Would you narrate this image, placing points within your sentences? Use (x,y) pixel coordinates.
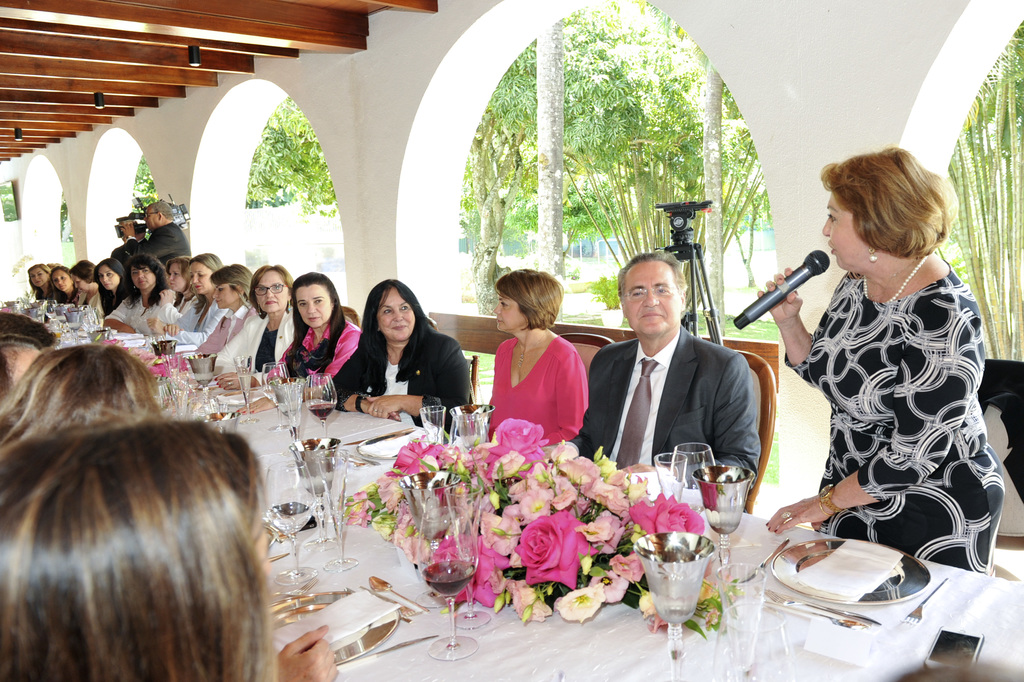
In this image there are group of people (107,377) who are sitting on a chair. On the right side (869,307) there is one woman (851,328) who is standing and she is holding a mike (771,291) and she is talking. On the left side (151,227) there is one man (154,238) who is standing and he is holding a camera (135,220), on the top (109,112) there are wooden sticks (102,67) and in the middle (356,235) there is a wall (384,79) and on the background (601,74) there are some trees (513,124) and in the center (436,444) there is a table (483,510) on the table (716,559) there are some plates (783,572), tissue papers (379,614), glasses (756,597), and spoons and one flower bouquet (509,556) is there on the table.
